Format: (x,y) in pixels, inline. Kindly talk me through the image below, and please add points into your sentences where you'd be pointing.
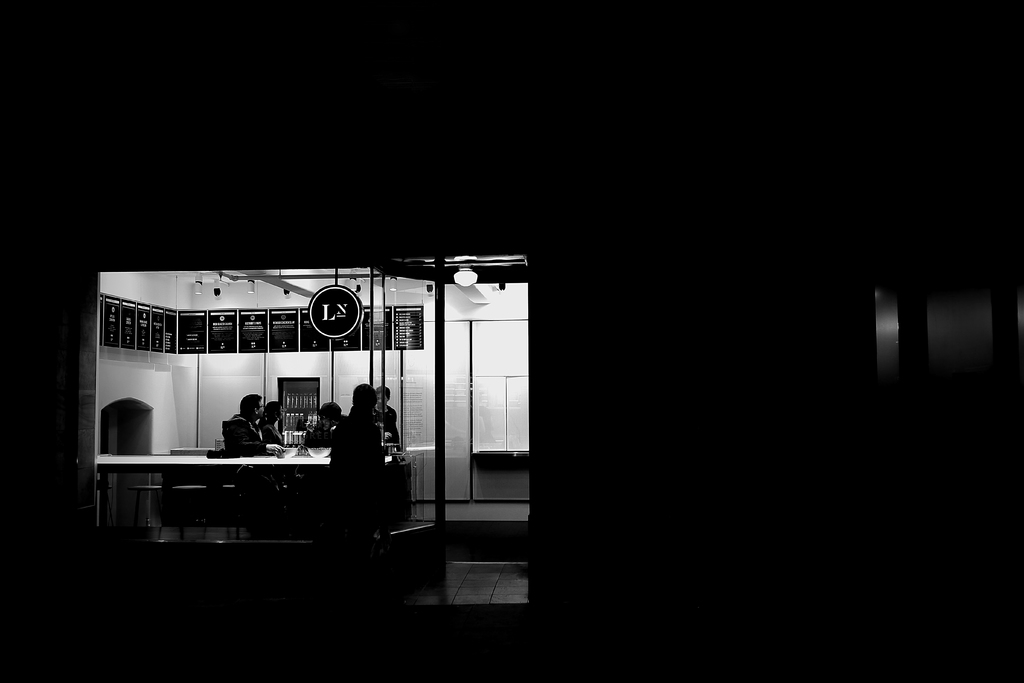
It looks like a black and white picture. It looks like a group of people (252,430) sitting in a room (293,440). Behind the people (278,417) there is the wall (223,375) and some objects (279,317). At the top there are lights (358,288). Behind the room (186,285) there is the dark background (116,266).
